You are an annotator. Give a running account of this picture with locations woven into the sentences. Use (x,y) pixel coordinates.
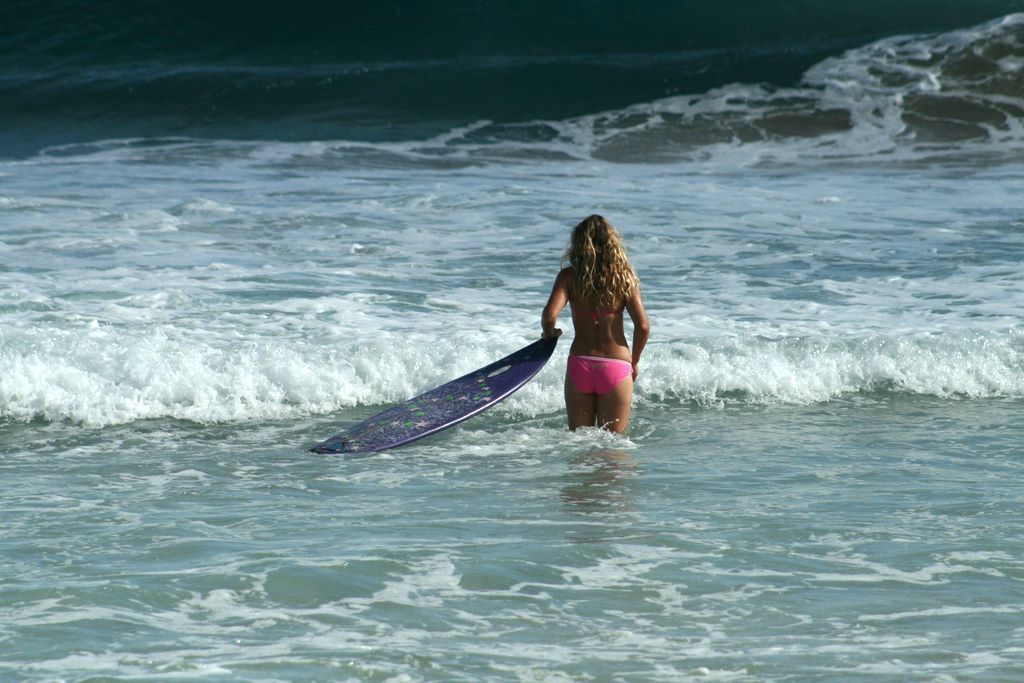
In this picture a woman (556,333) is holding a surfboard (494,376) and she is in the water (436,261).
